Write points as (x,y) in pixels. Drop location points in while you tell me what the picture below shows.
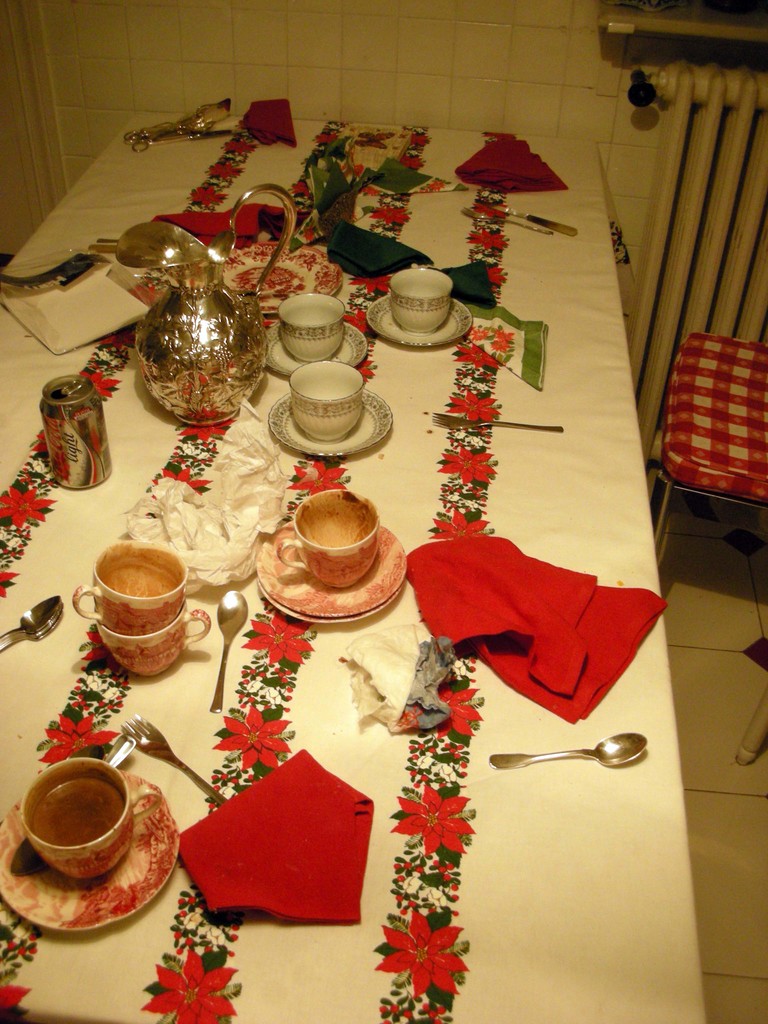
On the table (249,655) there is a cup (54,813), saucer (118,891), spoon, tissue (209,526), tin (63,407) and a jar (169,314) and there is a chair (691,474).
